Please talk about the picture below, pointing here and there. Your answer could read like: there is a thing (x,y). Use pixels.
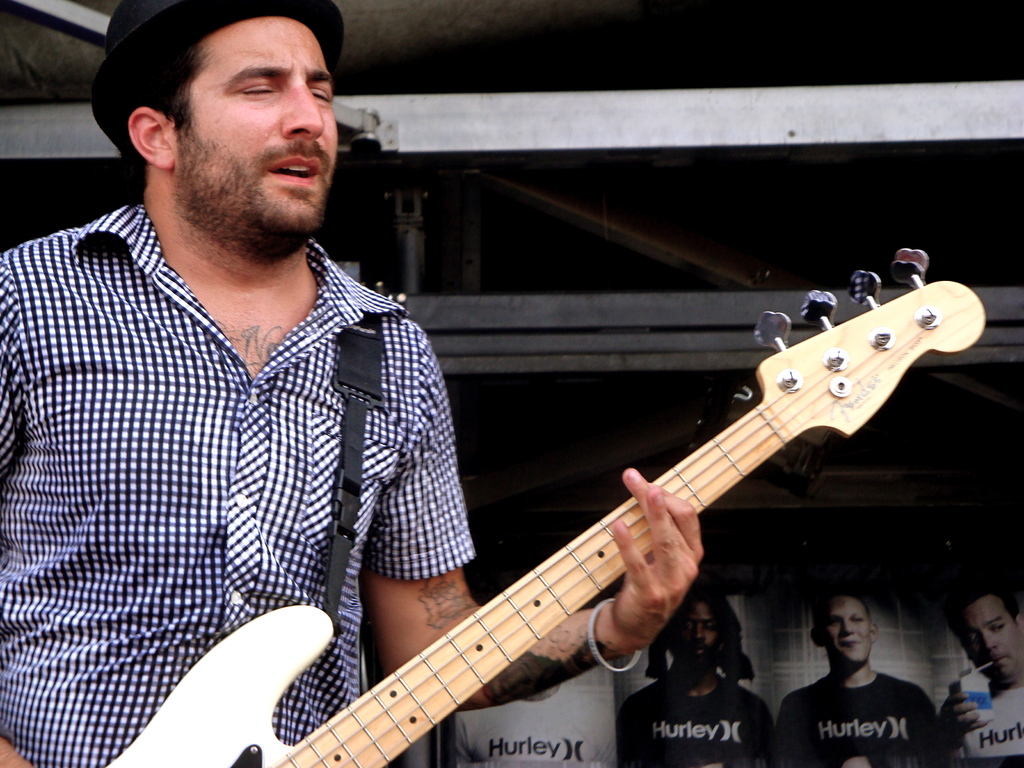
In this picture there is a man (159,450) holding and playing a guitar (270,652). There are persons image (791,684) at the background (753,687).
